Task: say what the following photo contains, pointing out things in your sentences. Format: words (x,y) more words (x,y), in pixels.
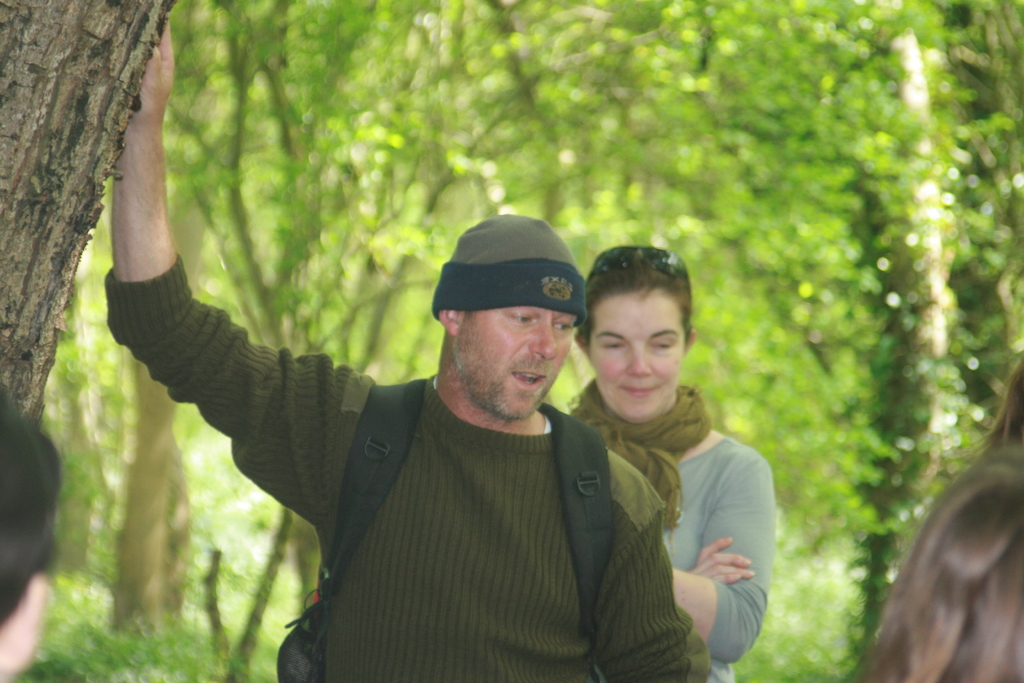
In this image we can see a man (485,499) and a woman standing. We can also see the bark of a tree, some people (974,622) and a group of trees (728,308).
